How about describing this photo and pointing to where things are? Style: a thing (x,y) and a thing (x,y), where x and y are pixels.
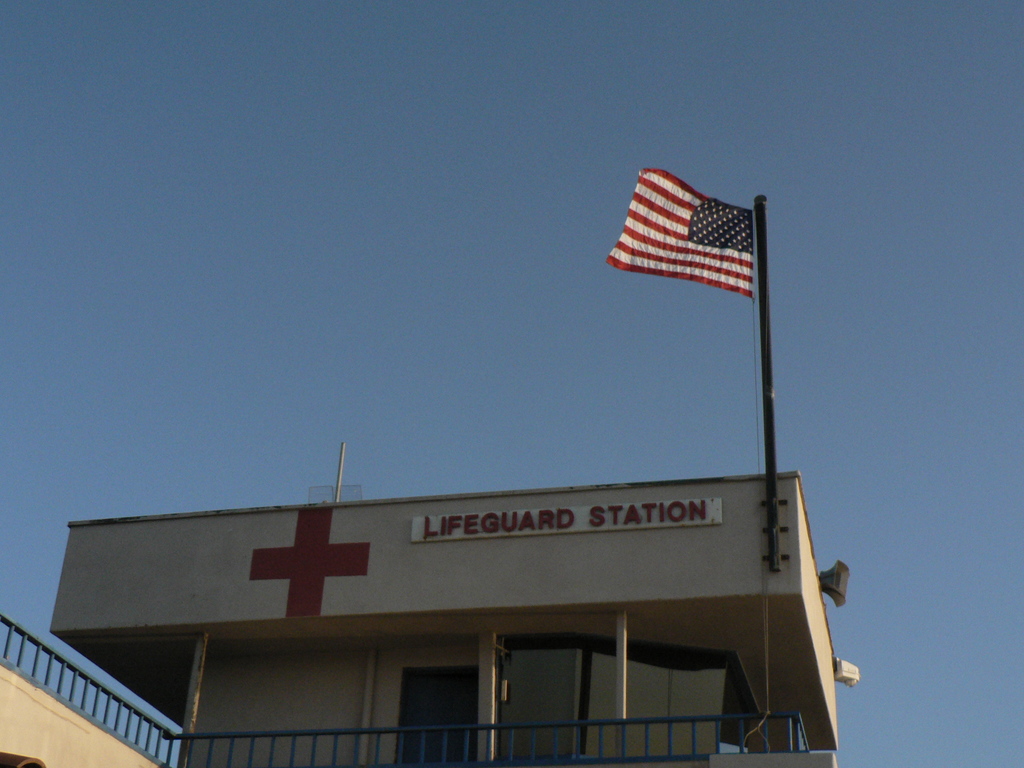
In this image we can see the building (578,567), flag (751,295) and also the railing (212,735). In the background (313,350) we can see the sky (904,252).
